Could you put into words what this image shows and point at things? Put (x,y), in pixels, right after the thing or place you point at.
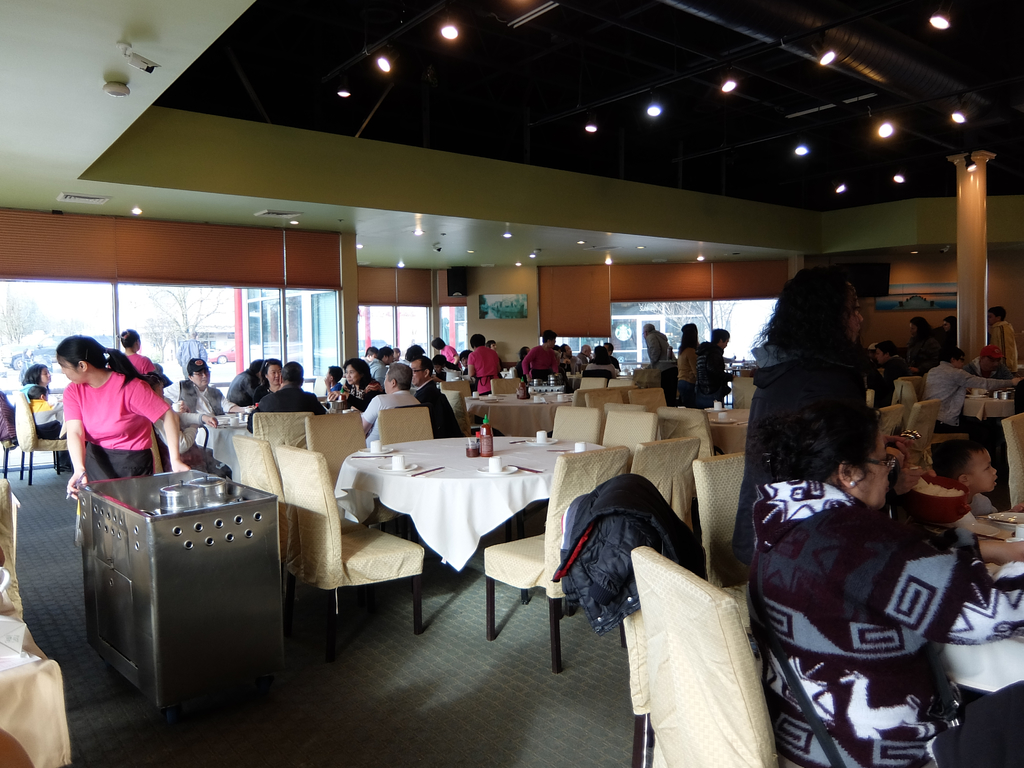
It is a closed room (805,227) where number of people (553,359) are present sitting on the chairs (288,464) and there are number of tables (472,552) and chairs (493,573), on the table (449,503) there are cups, bottles (478,452) and spoons (433,472) with a cloth (441,498) on it and in the left corner of the picture (74,482) one woman (95,443) is wearing a pink t-shirt (108,442) and she is pushing a cart (196,521) and in the right corner of the picture (813,648) one woman (895,611) wearing hoodie (885,640) is sitting on the chair (705,621), behind the people (481,382) there is a big window (144,339) and outside the window (250,350) there are trees (163,324) and vehicles (223,350).
